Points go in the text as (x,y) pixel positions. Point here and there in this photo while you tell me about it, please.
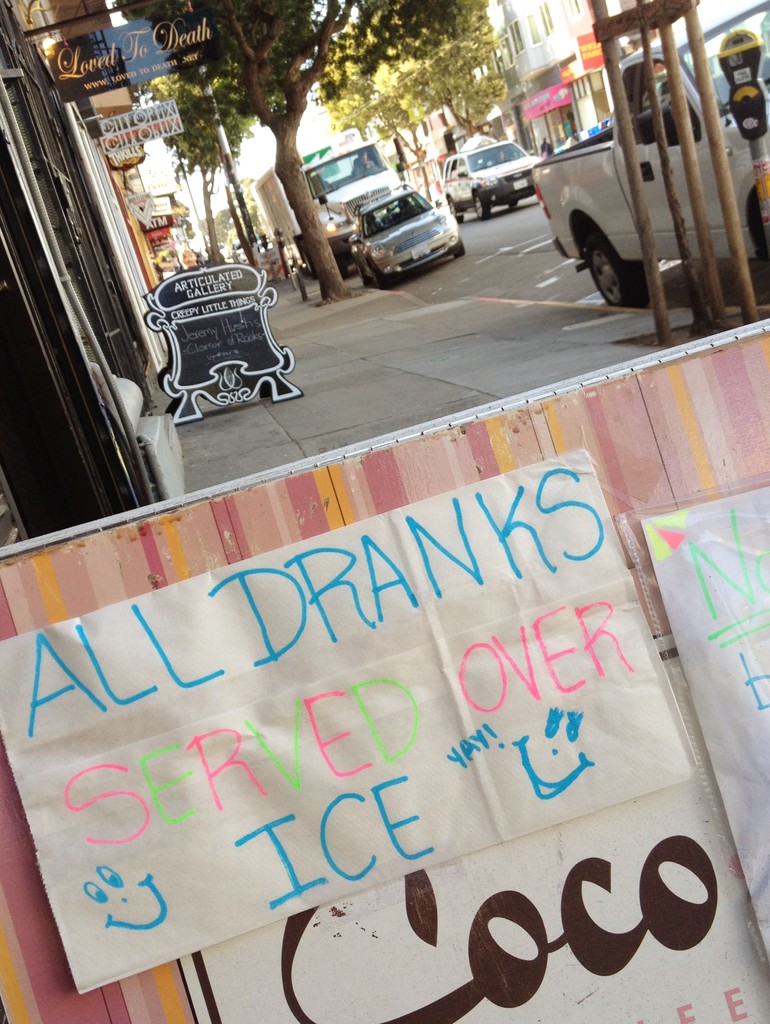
In this picture we can see small board (657,927) in front (517,824) bottom side. Behind we can see some shop door (20,251). On the right corner (565,206) we can see some cars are parked on the roadside (514,259). Behind we can see trees (312,231).
